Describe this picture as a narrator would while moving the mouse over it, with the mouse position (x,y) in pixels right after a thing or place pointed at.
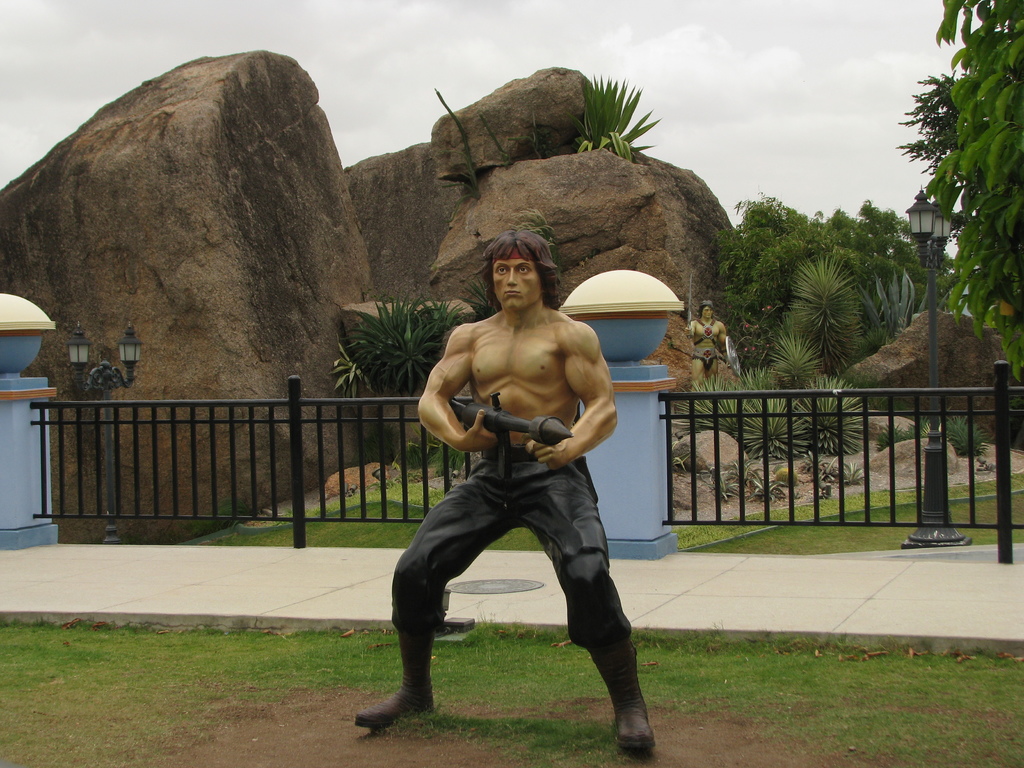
This place (485,241) is looking like a garden (534,679). In this image I can see two statues (531,403) of persons (535,449). At the bottom (54,703) I can see the grass (96,682) and also there is a boardwalk (304,612). In the middle of the image (597,468) there is a railing (135,455) and two pillars (6,352). In the background (785,255) there are many plants (878,309) and rocks (345,236). On the right side (929,246) there is a pole (935,260) and I can see some trees (980,120). At the top of the image (765,60) I can see the sky (747,79).
